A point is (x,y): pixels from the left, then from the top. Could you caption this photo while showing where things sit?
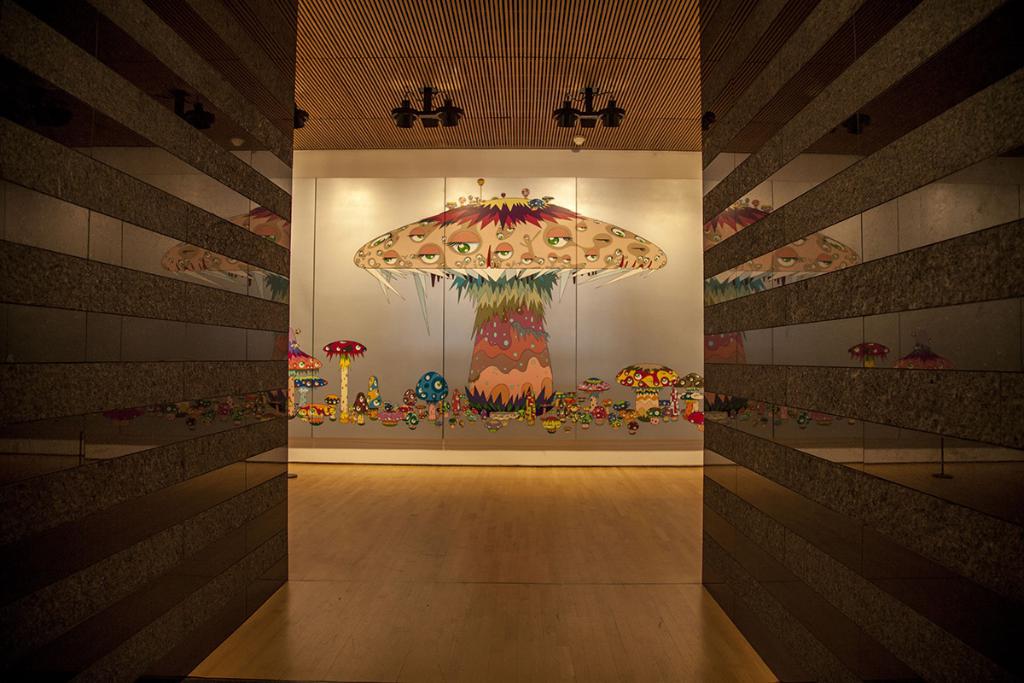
In this image I can see two walls (866,336) which are brown and black in color and the brown colored surface (472,579). In the background (416,461) i can see the wall (381,438) on which I can see the painting (494,333) of few mushrooms (496,337) which are blue, red, brown, yellow and pink in colors, I can see the brown colored ceiling (505,58) and few lights (401,106) to the ceiling (490,114).
